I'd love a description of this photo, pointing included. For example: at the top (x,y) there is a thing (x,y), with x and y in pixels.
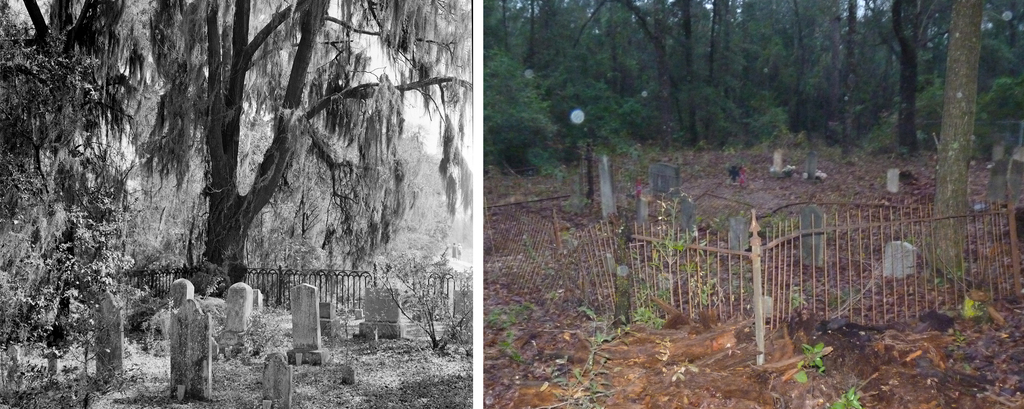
This is a collage image, in this image there are headstones (298,316), trees (38,296) and metal rod fence (167,279).
